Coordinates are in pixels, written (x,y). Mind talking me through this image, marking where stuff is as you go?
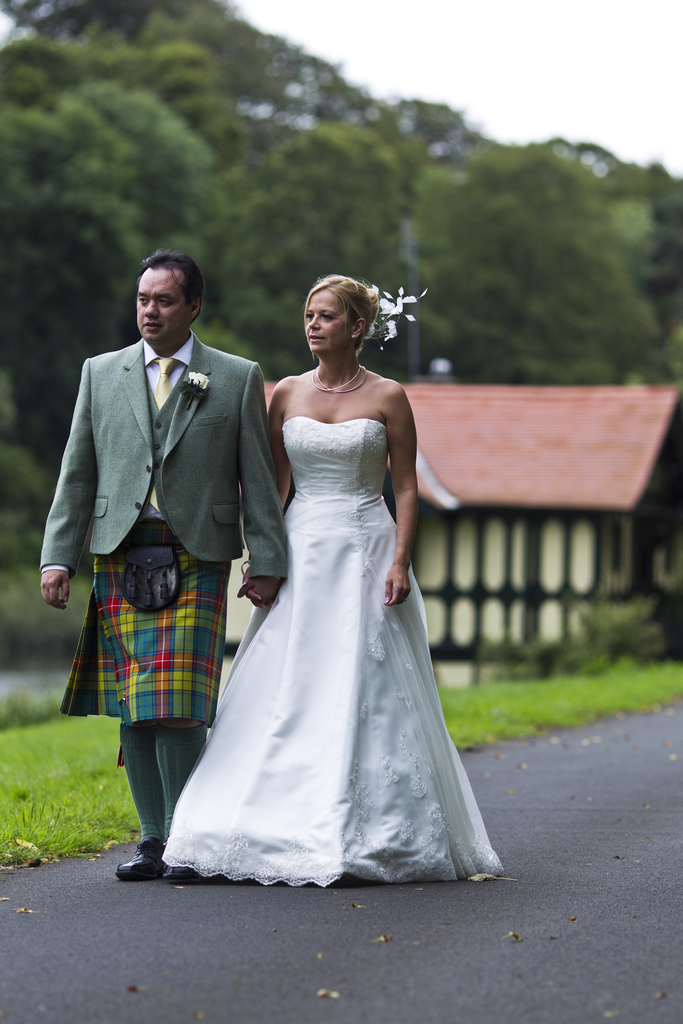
In the image we can see there are couple (372,541) standing and the woman (389,591) is wearing gown (292,627). The man (203,494) is wearing coat (136,445). The ground (39,745) is covered with grass (99,733). Behind there are trees (352,195) and building (644,466). Background of the image (615,212) is blurred.
